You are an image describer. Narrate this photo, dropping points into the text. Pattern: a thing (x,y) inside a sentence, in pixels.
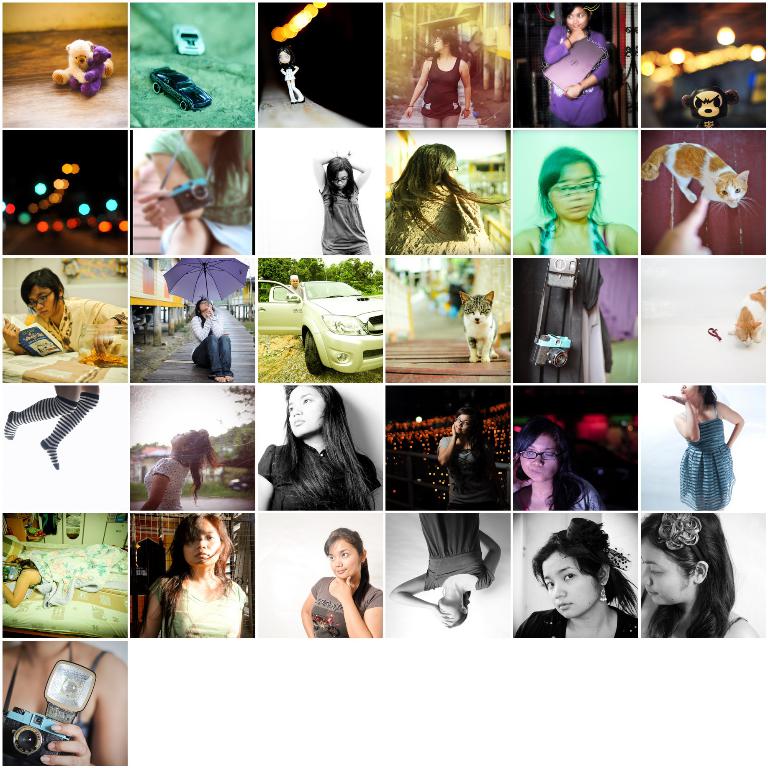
This is a collage image of a few people (719,462), toys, vehicles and cats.
